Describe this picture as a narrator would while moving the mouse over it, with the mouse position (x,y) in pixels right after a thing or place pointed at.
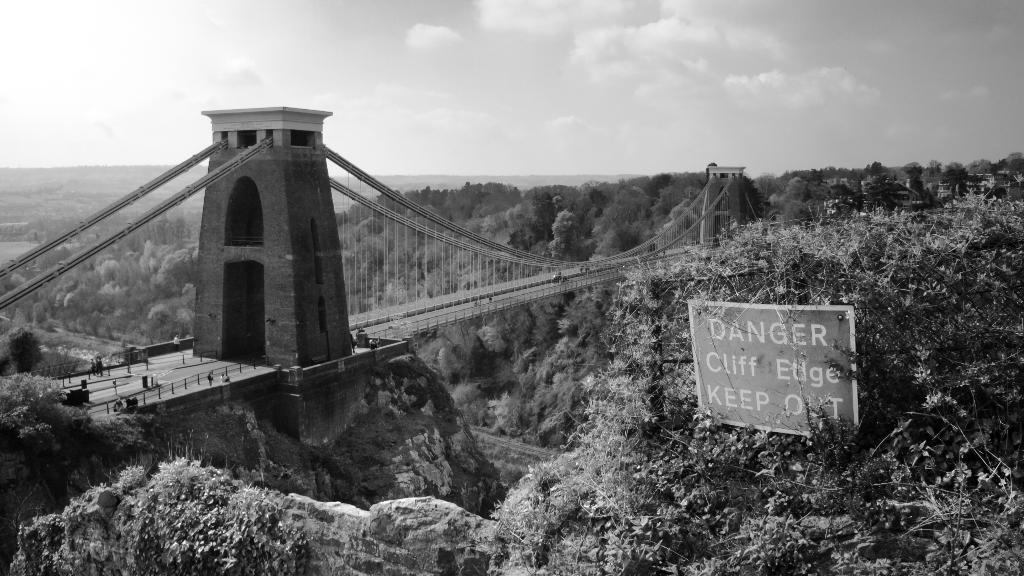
In this image there is the sky (639,58) towards the top of the image (652,67), there are clouds (575,55) in the sky (459,63), there is a bridge (307,319), there is a road (158,361), there are trees (874,211), there is a wall (434,538) towards the bottom of the image (455,539), there is a board (758,345), there is text (739,355) on the board (775,352).
